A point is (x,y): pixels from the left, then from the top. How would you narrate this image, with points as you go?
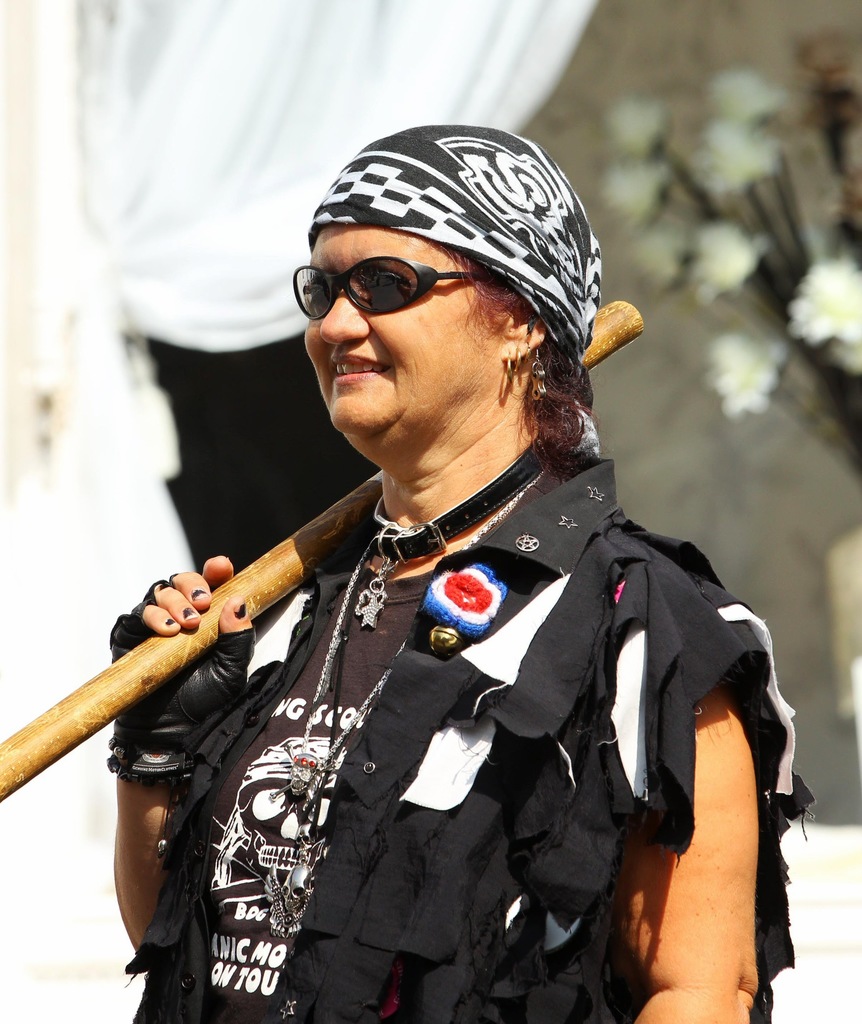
This image is taken outdoors. In the background (649,163) there is a flower vase (767,260) and a curtain (182,192). In the middle of the image (394,499) there is a woman (545,556) and she is holding a stick (182,632) in her hand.
